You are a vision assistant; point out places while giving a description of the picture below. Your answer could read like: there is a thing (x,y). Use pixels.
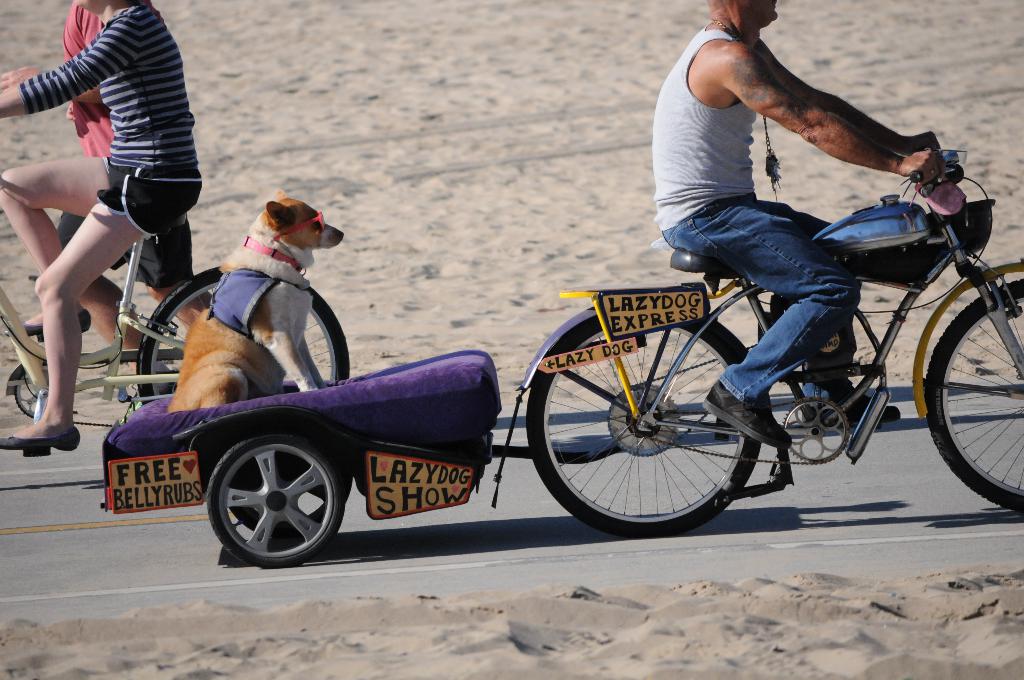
The picture is taken on the road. On the right side (823,372) a man (712,226) is riding a bicycle (697,341). A trolley (355,384) is attached to the bicycle (590,387) on trolley (403,396) a dog (290,329) is sitting. On the left hand side (123,262) a person (107,202) is riding bicycle (32,345) beside the person (115,179) another person (93,144) is riding. On the both side of the road (486,528) there is sand (495,612).
